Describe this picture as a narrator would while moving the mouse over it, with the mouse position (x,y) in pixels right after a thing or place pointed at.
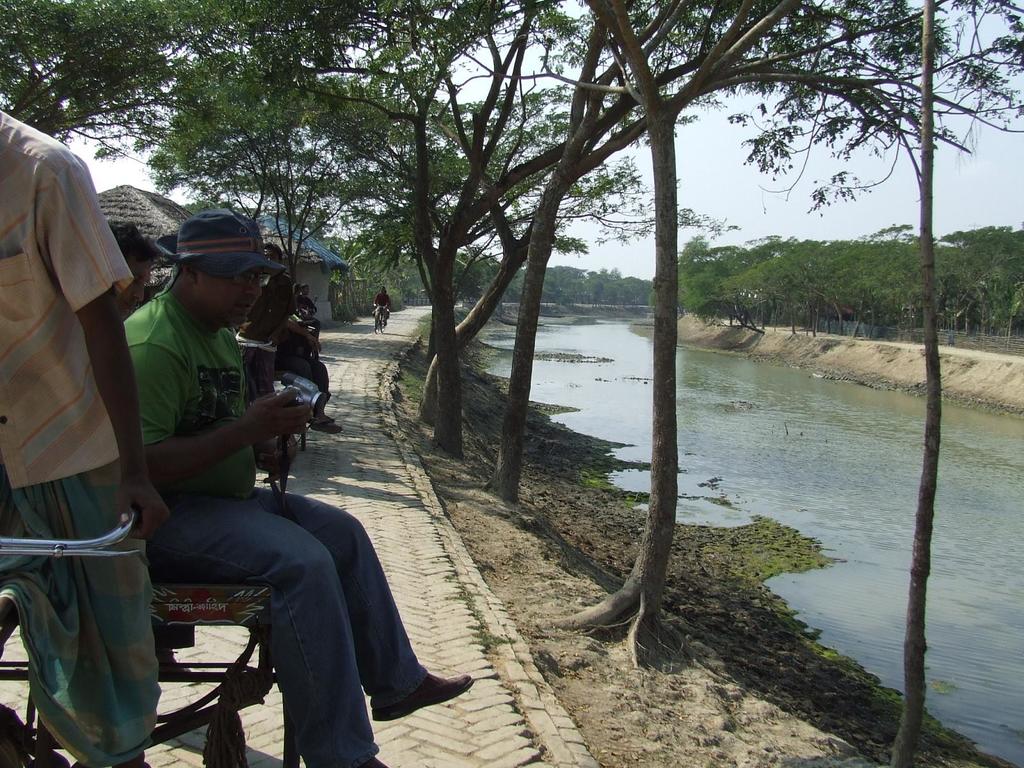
In this image I can see number of trees (125,50) and a small river (678,419). In the background (156,231) I can see few houses (145,216). Here I can see a road (401,324) where a person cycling his cycle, in the front (182,568) a man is sitting with the camera (319,398) in his hand (264,406) and he is wearing a cap (213,246).
